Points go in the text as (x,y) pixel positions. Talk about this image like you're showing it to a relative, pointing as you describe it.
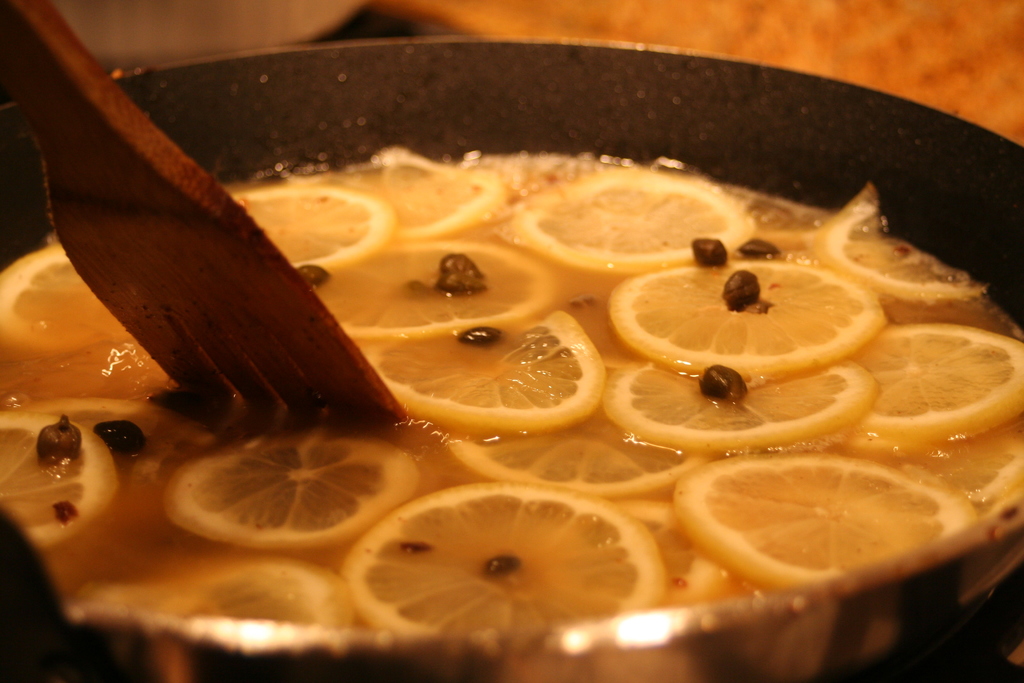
In this picture, we see a pan (438,492) containing the food (533,323) and the wooden spoon (225,305). In the background (317,12), it is in light brown and white color.
